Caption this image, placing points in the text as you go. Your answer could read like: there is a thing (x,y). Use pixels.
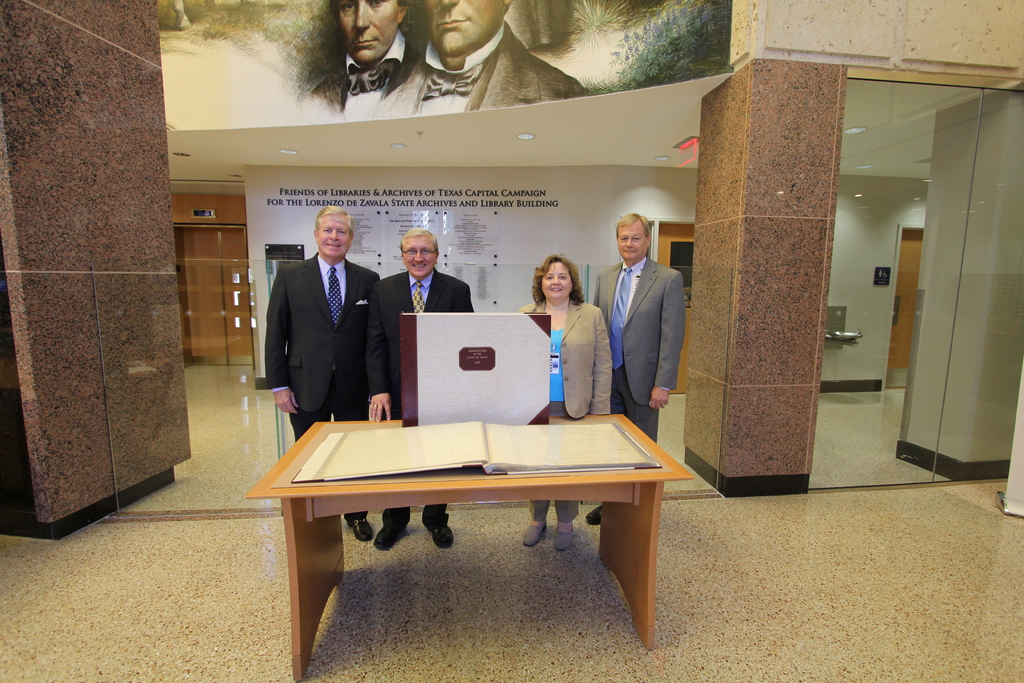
Bottom middle of the image (593,486) there is a table (667,462). On the table (563,463) there is a book (442,390). Behind the table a group of people (390,416) standing. At the top of the image (312,5) there is a paint (699,6) on a wall (699,6). Right side of a image there is a glass wall (925,239). Left side of the image (102,389) there is a wall (118,208).
